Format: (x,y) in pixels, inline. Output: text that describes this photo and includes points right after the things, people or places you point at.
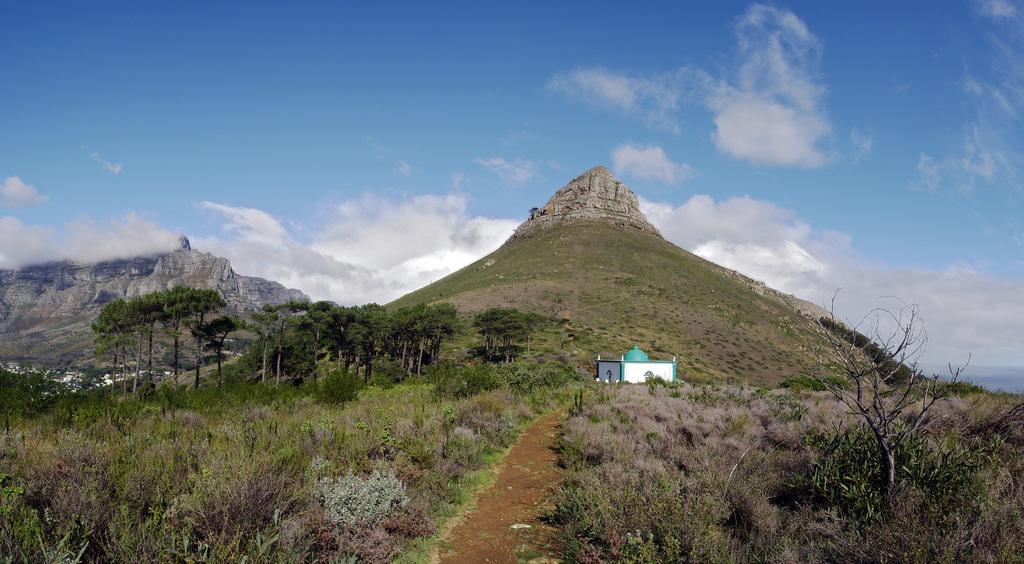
In this image, we can see a few hills (610,218). We can see the ground (505,508). We can also see some grass (468,477), plants (399,392), trees (196,346). We can also see a house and the sky (741,208) with clouds (707,200).
